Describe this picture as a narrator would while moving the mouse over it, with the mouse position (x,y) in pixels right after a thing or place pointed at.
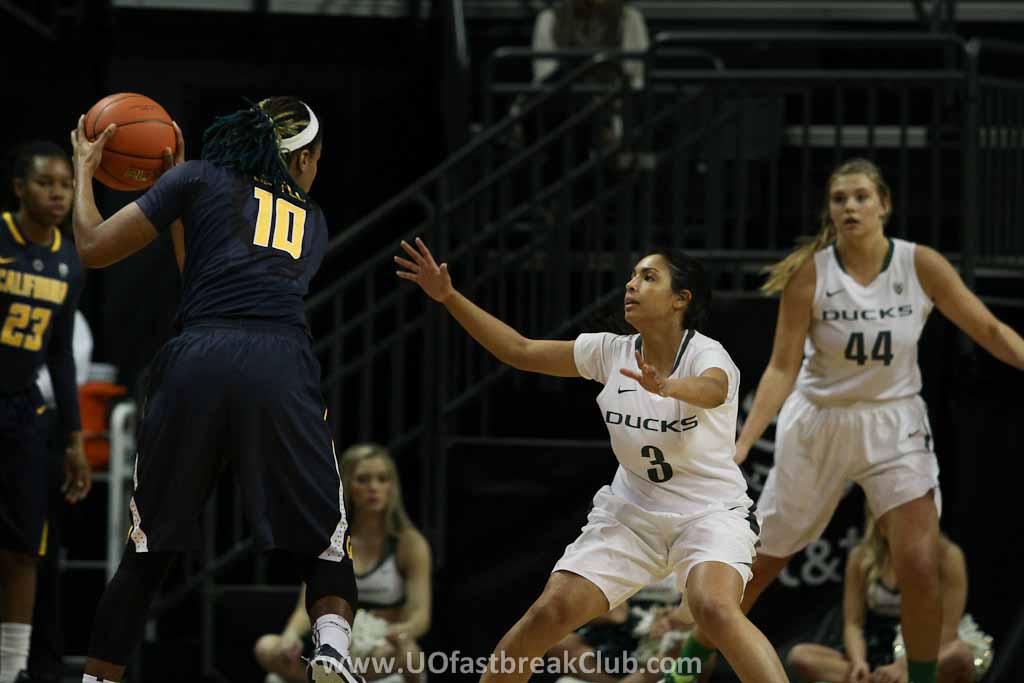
In the center of the image (424,280) there are people (244,164) playing basketball. At the bottom of the image (664,674) there is some text (650,663). In the background of the image (681,82) there are staircase railings (512,111).
